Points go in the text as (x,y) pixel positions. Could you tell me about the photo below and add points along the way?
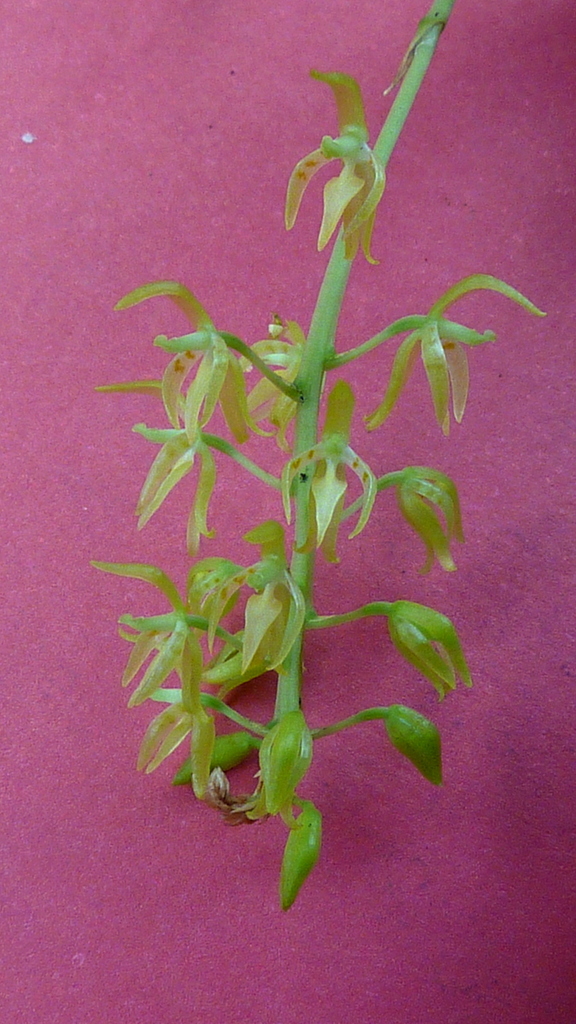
In this image I can see the plant (308,514) which is in green color. It is on the pink color surface (415,865).
